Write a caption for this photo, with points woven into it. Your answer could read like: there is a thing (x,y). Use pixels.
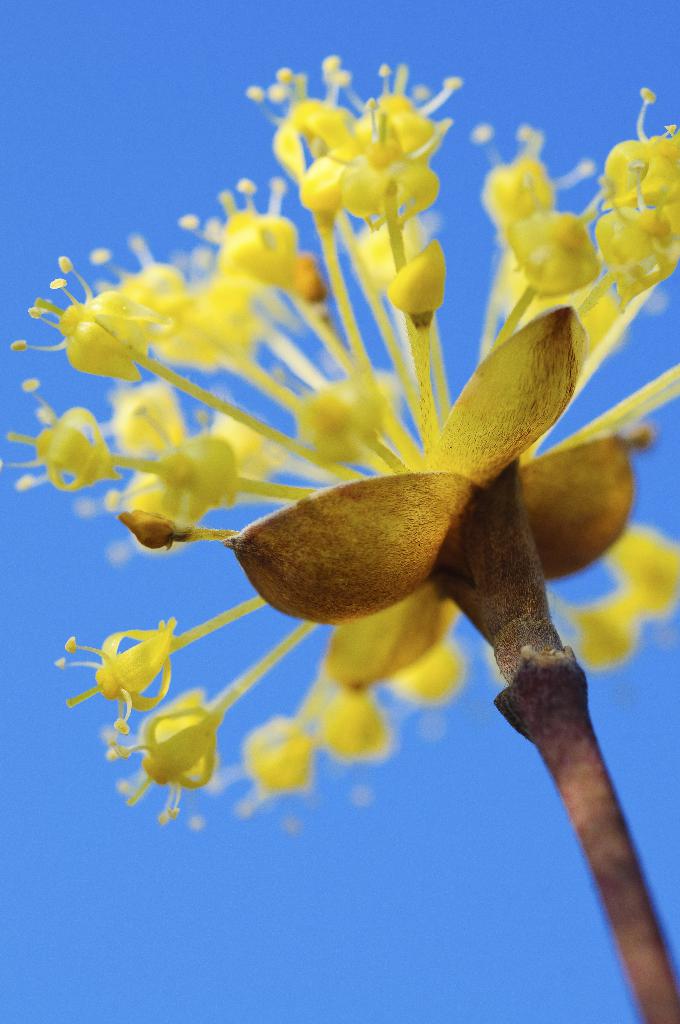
In this picture I can see a flower (281,547) and I can see blue sky (408,817).
